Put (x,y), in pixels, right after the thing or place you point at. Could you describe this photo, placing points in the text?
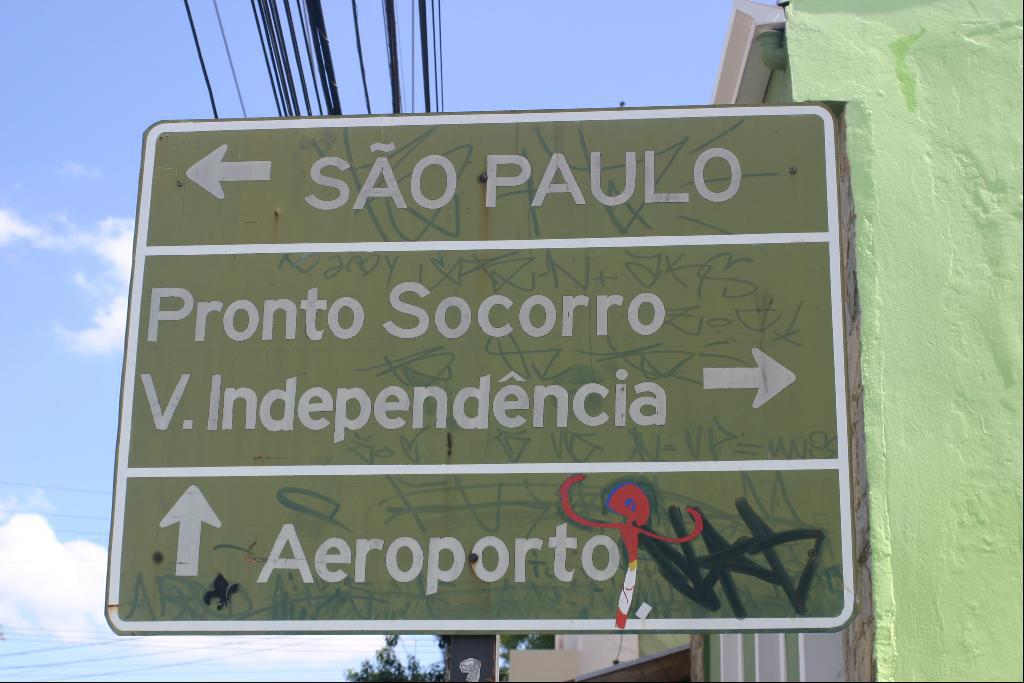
In this image there is a sign board (837,356), on that board (405,574) there is some text (341,193) on above that there are wires (368,84) and cloudy sky (143,124), on the right (805,39) there is wall (926,605).
